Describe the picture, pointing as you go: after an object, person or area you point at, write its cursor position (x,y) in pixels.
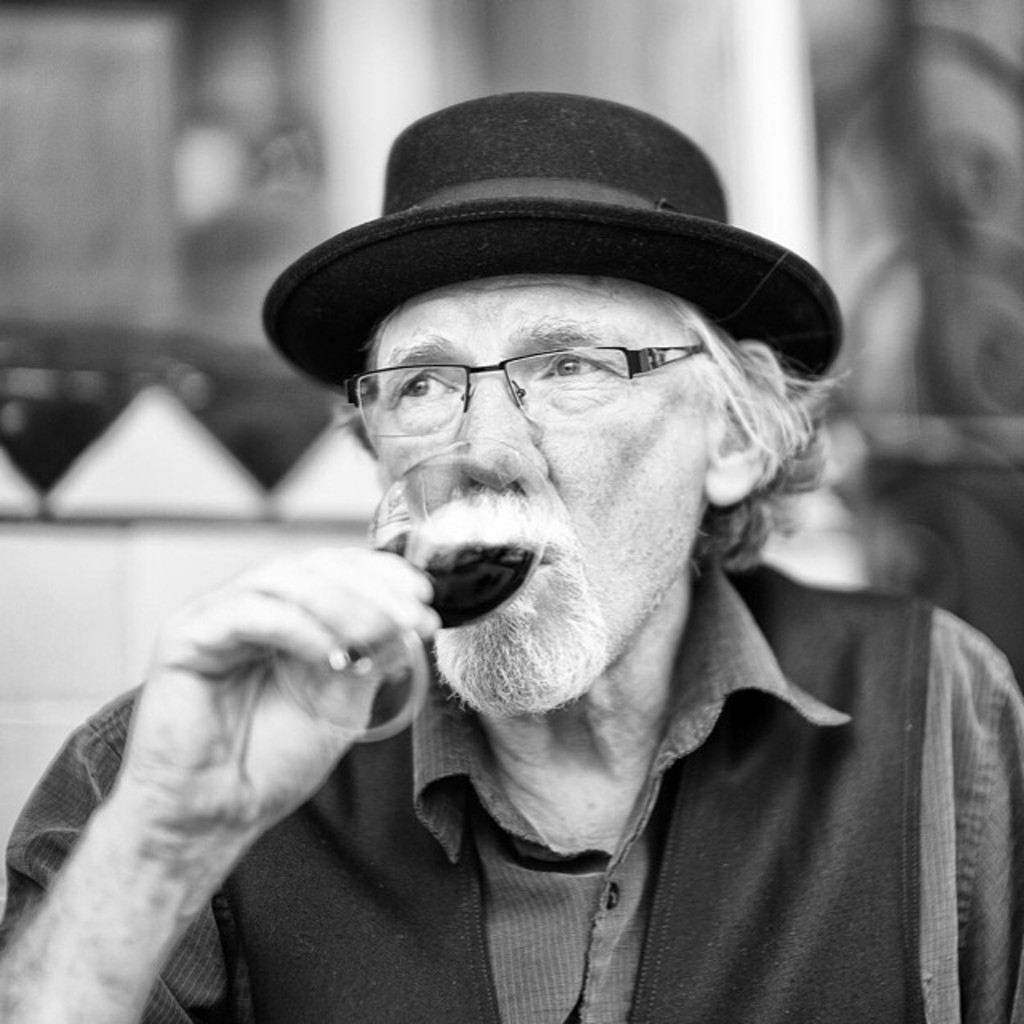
In this picture there is an old man (748,1004) in the center of the image (428,385) he is wearing a hat (443,243) and he is holding a glass (475,471) in his hand (311,565), the background (44,50) area of the image is blur.
